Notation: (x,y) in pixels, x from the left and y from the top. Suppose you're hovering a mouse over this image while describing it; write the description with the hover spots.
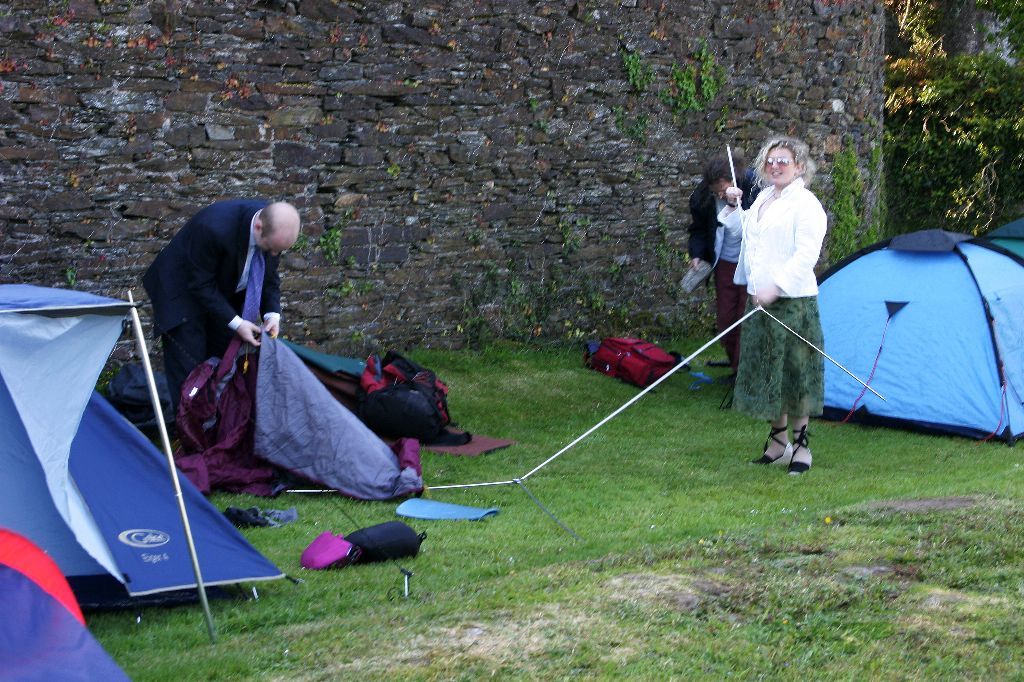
This image consists of three persons (751,308). On the right (800,289), the woman (763,326) is wearing a white jacket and holding a rod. On the left (223,294), the man (222,325) wearing a blue suit (199,246) is holding a tent (194,434). At the bottom (604,611), there is green grass (622,582) on the ground (488,563). On the left (150,472) and right, there are tents (966,411). In the background (834,126), there is a wall (198,24) along with a tree (956,146).
